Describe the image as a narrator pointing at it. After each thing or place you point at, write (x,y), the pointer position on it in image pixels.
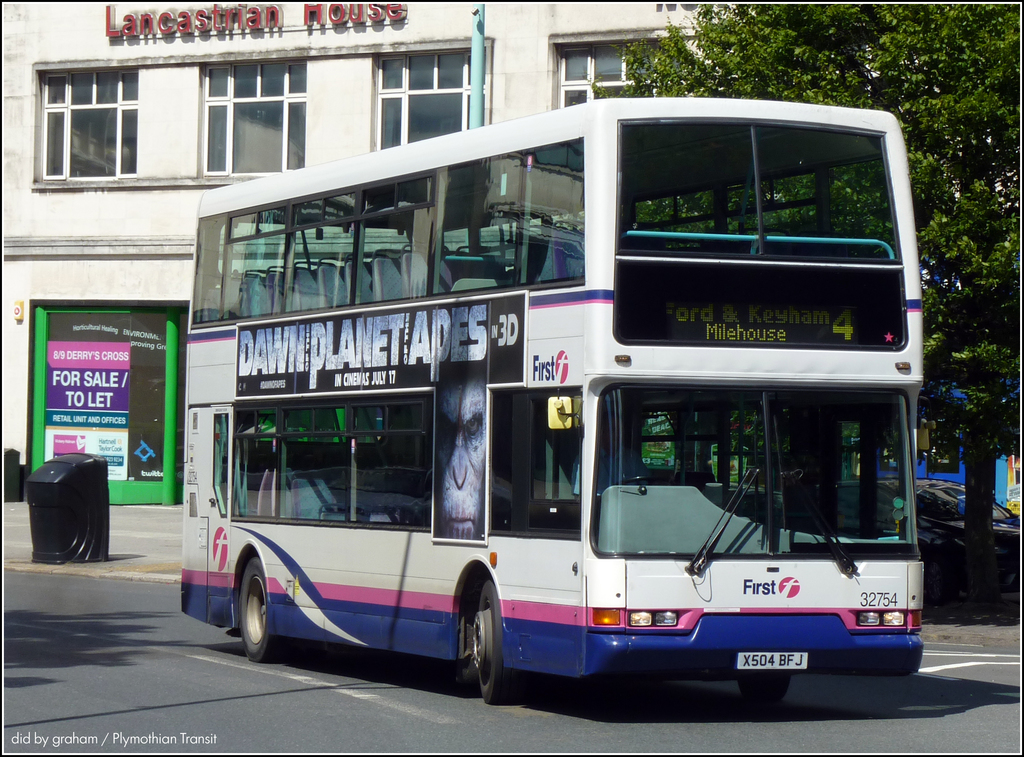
In this image there is a moving bus (438,490) on the road (677,716). In the background (259,87) there is a building (559,93), a tree (692,56), pole (473,58) and there is an object (98,514) on the pavement (160,527), at the bottom left side of the image (130,742) there is some text (164,738), beneath the tree (974,133) there is a vehicle (958,488) parked.
